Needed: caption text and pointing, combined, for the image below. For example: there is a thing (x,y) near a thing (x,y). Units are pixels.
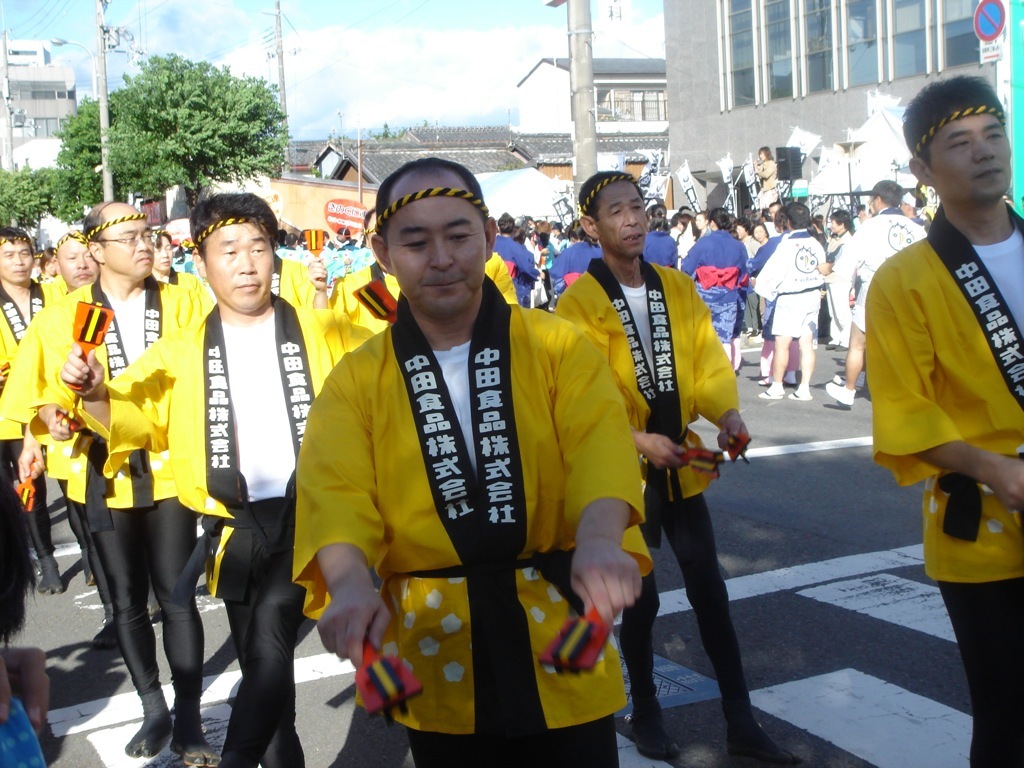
In the image there are a lot of people (470,364) on the road (107,723) and around them there are buildings (453,142), houses (390,147), trees (108,131) and some poles (114,41).
